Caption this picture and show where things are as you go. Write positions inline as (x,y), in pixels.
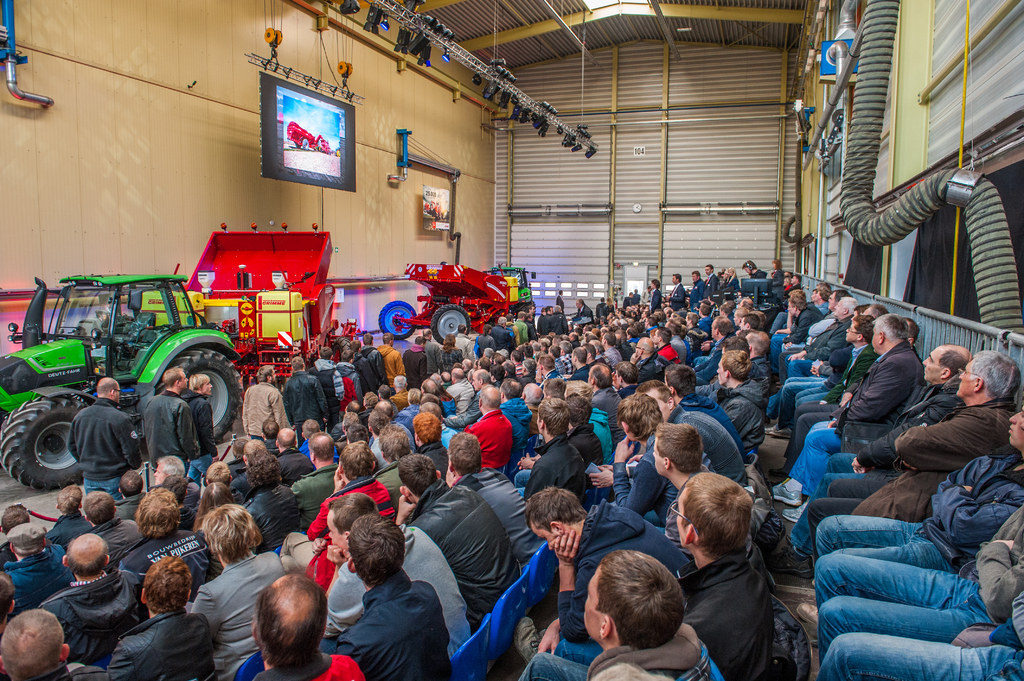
In this image I can see the group of people (692,438) with different color dresses (547,471). I can see few people (467,515) are sitting on the chairs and few people (318,394) are standing. To the left (186,345) I can see the vehicles (278,328) which are colorful. To the right (983,250) I can see the pipe (1002,256). I can also see the screens (321,151), lights (437,31) and also the roof (697,35) in the top (685,19).
